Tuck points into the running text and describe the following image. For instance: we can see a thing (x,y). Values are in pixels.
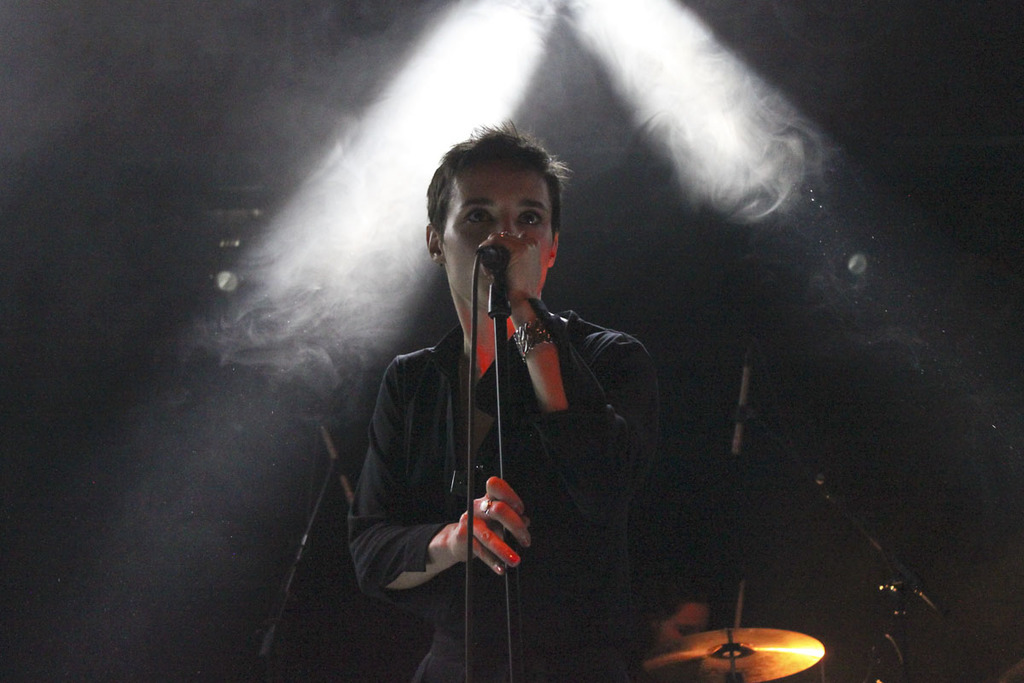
In this image there is a man (488,417) singing, there is a stand (500,373), there is a microphone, there is a wire (475,337), there is a musical instrument (779,637) towards the bottom of the image (729,661), there are light rays (640,121) towards the top of the image (648,27), the background of the image (145,402) is dark.
